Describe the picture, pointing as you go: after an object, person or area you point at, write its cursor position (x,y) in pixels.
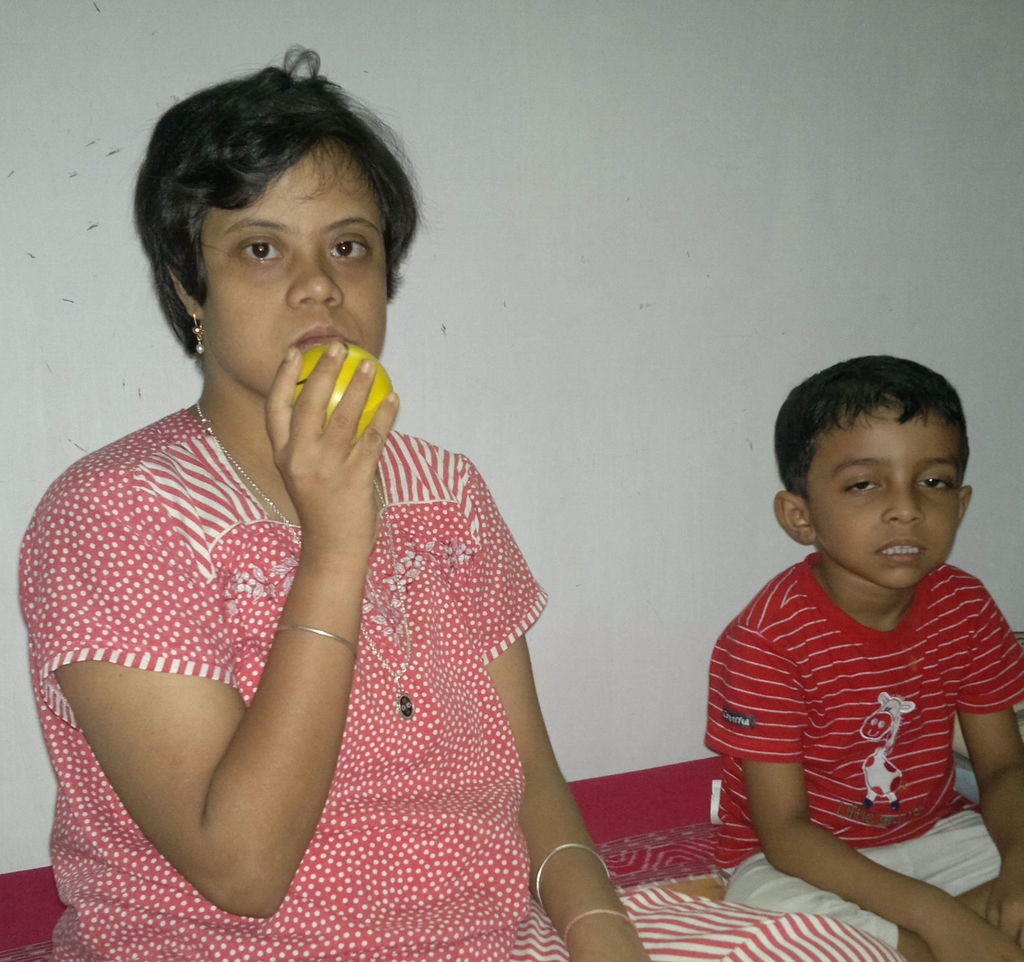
In this picture we can see a woman (354,529) and a boy (731,628), they are seated, and she is holding a ball (345,402).
